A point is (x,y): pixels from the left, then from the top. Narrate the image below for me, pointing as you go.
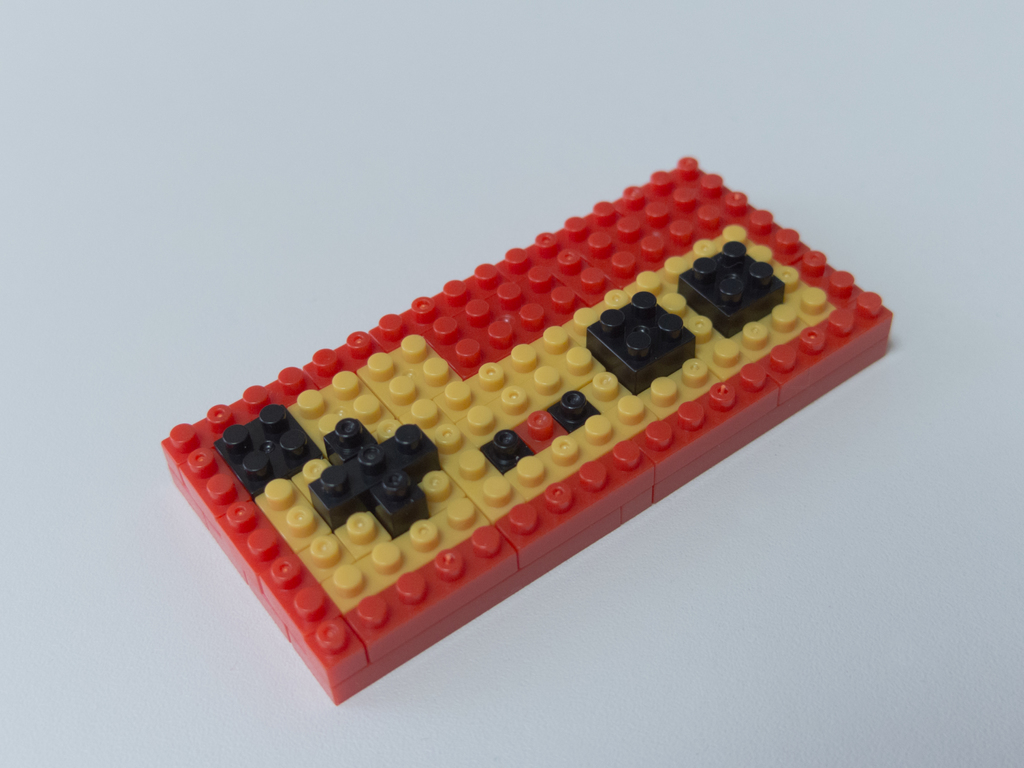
In this image we can see a lego block (486,277).
